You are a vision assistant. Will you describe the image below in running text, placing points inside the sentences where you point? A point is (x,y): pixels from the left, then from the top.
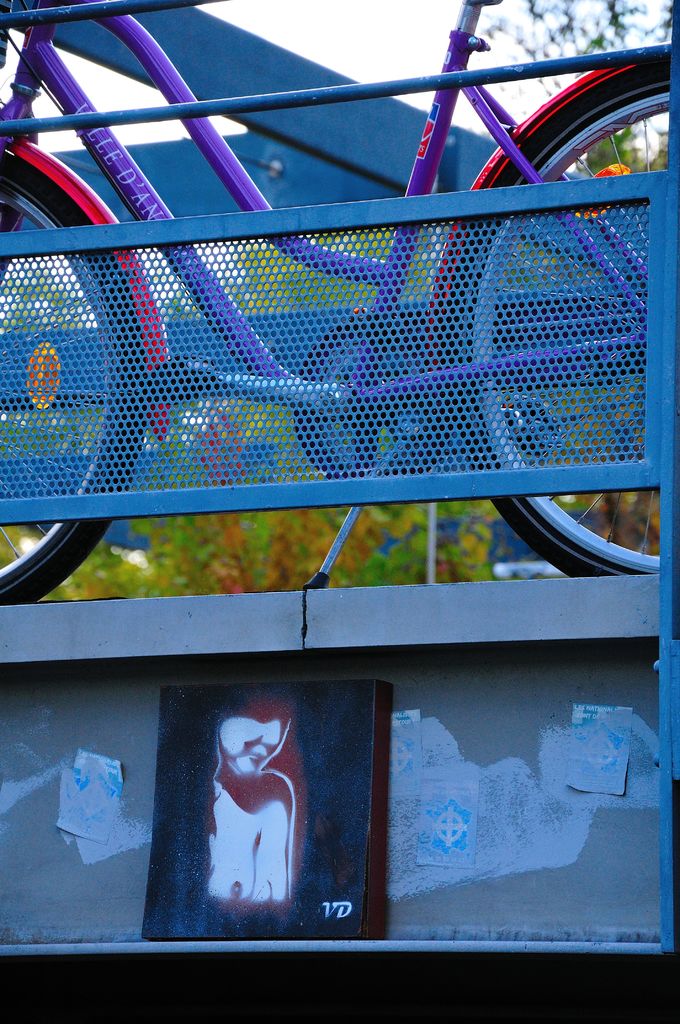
In the middle of the image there is a fencing (678,573). Behind the fencing (678,573) there is a bicycle (42,29). Behind the bicycle (468,11) there are some trees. Top of the image (433,8) there is sky (436,56).
